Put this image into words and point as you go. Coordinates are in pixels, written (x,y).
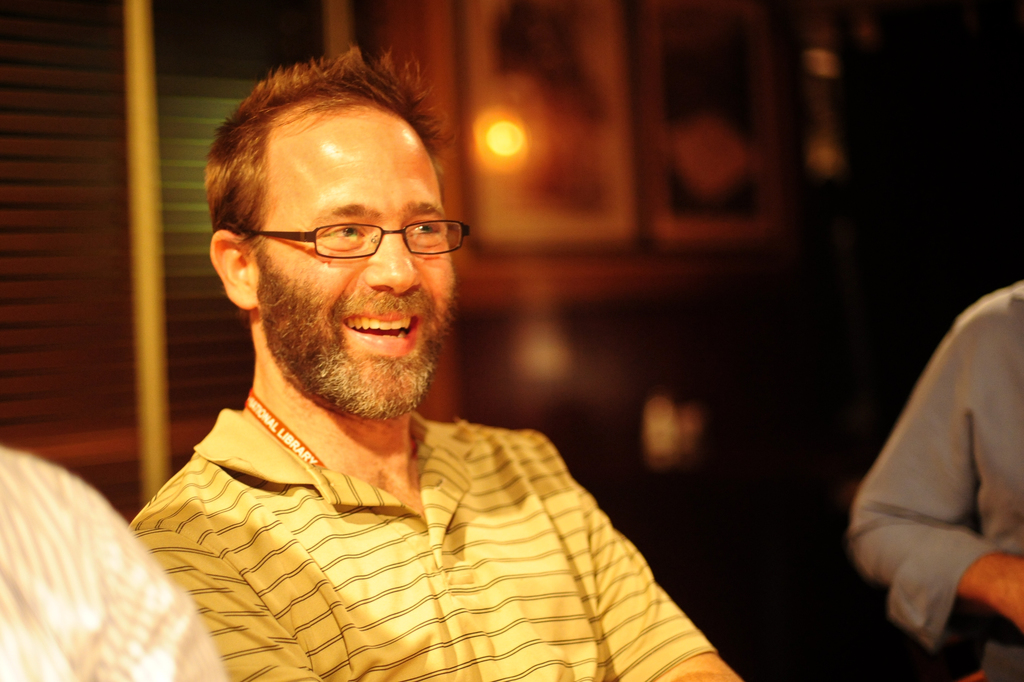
In this image I can see there is a person (589,554) sitting and smiling. And at the back (507,112) it looks like a blur.
